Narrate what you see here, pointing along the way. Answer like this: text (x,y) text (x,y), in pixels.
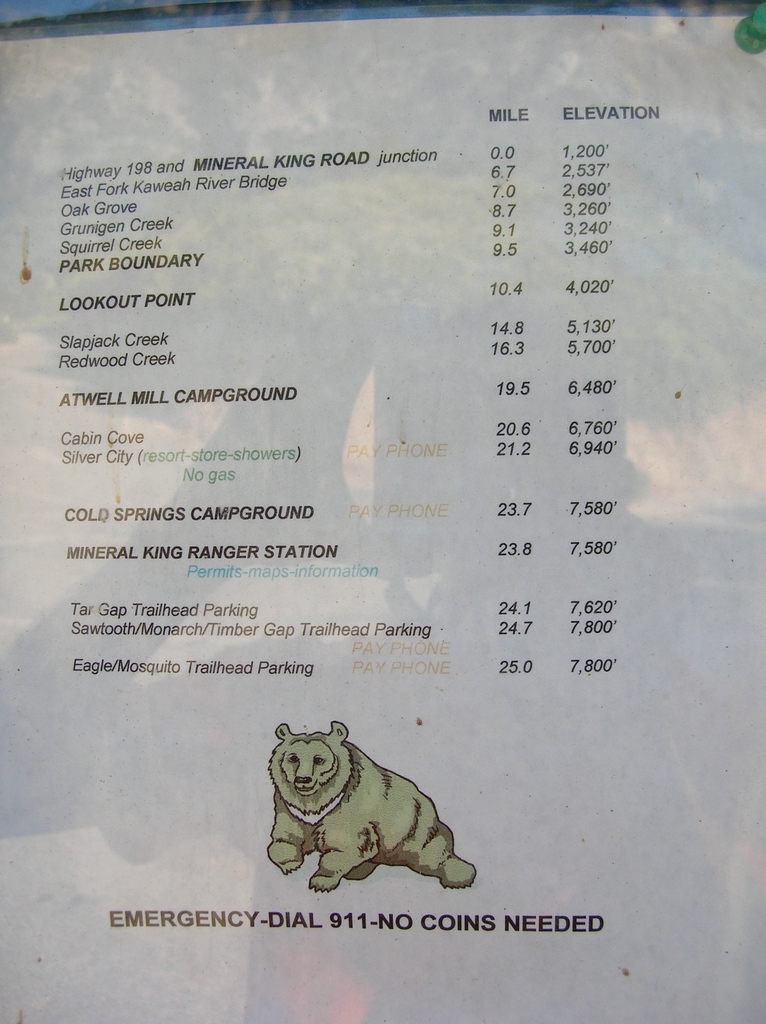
In this image, I can see the words (288,399), numbers (495,250) and a photo (310,784) of a bear (318,834) on the paper (320,454).
